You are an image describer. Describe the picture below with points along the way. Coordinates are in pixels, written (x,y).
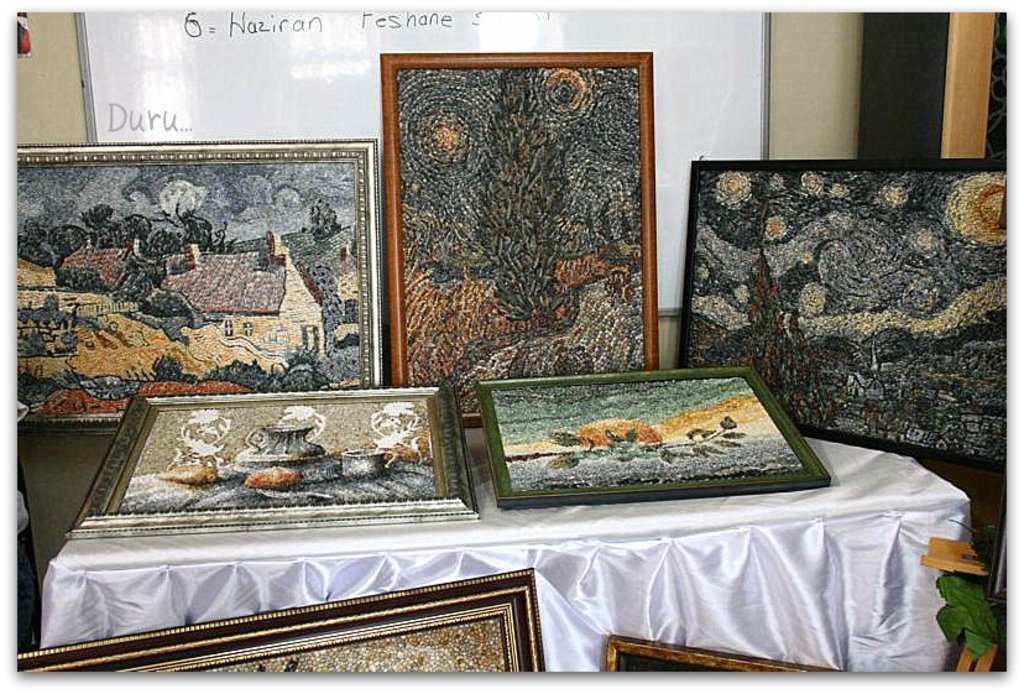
In this image we can see there are few photo frames (264,335) are arranged on a table (827,493), back of them there is a board (381,118) attached to the wall (789,80).
